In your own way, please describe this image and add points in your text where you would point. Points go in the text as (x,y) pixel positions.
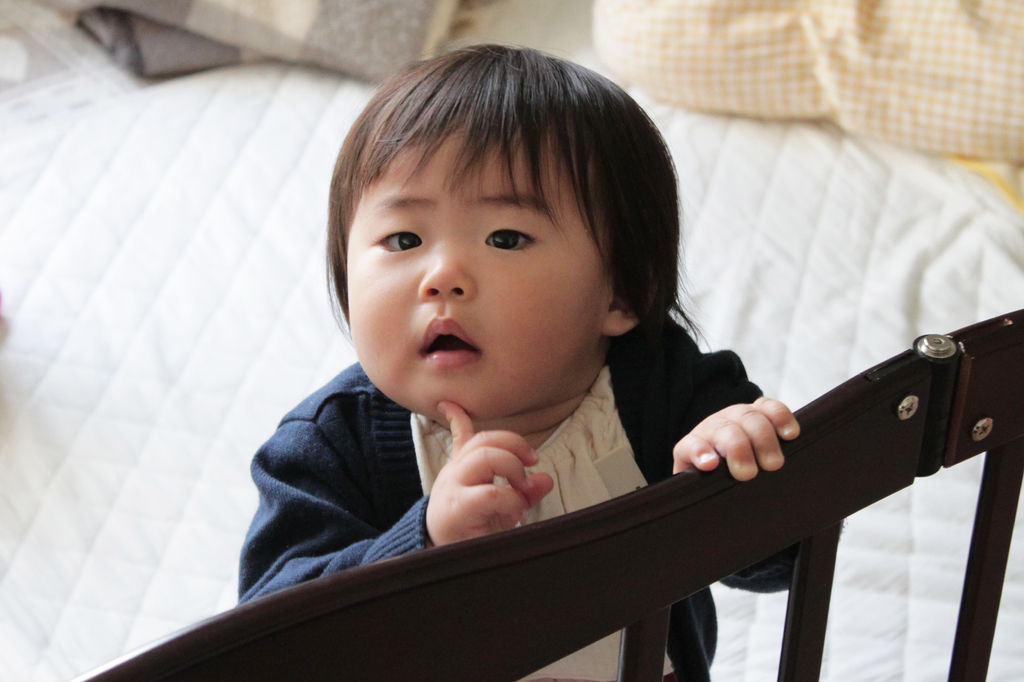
In this picture we can see a boy (559,163) standing on bed sheet (201,291) and holding wooden fence (649,515) with his hand (749,474) and in the background (954,65) we can see pillow (702,70), floor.
